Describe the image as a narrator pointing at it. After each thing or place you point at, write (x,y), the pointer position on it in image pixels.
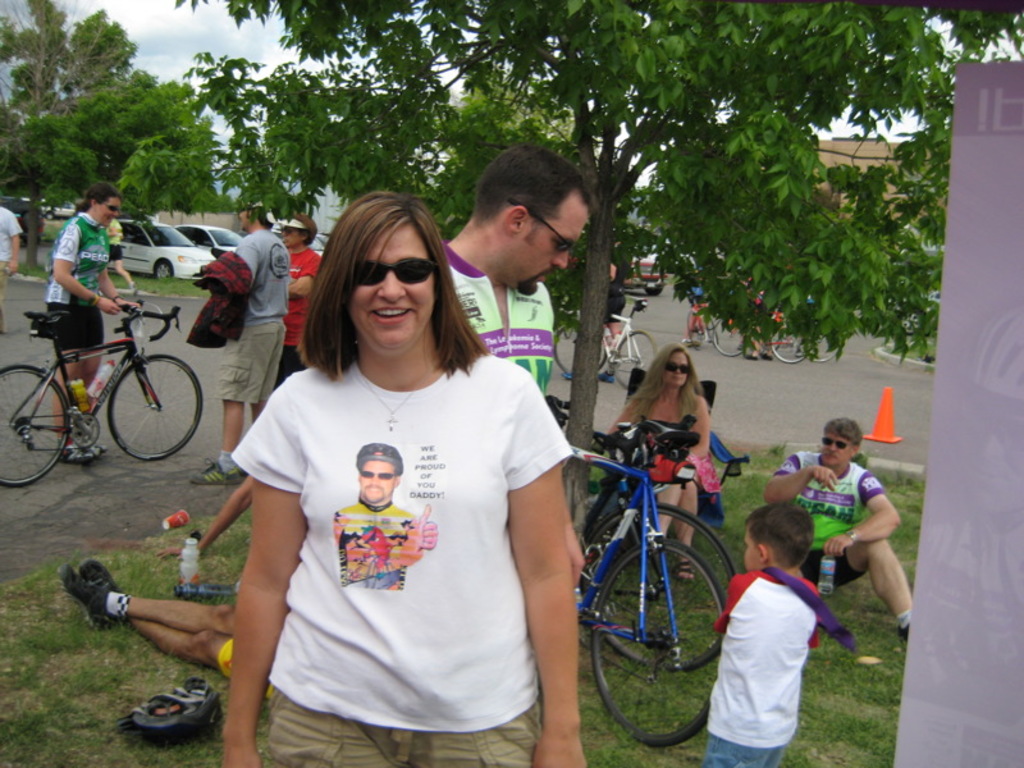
As we can see in the image, there are trees (182,97), sky (185,67), cars (169,239) and few people (254,273) standing on road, bicycle (653,481) and grass (61,646).
